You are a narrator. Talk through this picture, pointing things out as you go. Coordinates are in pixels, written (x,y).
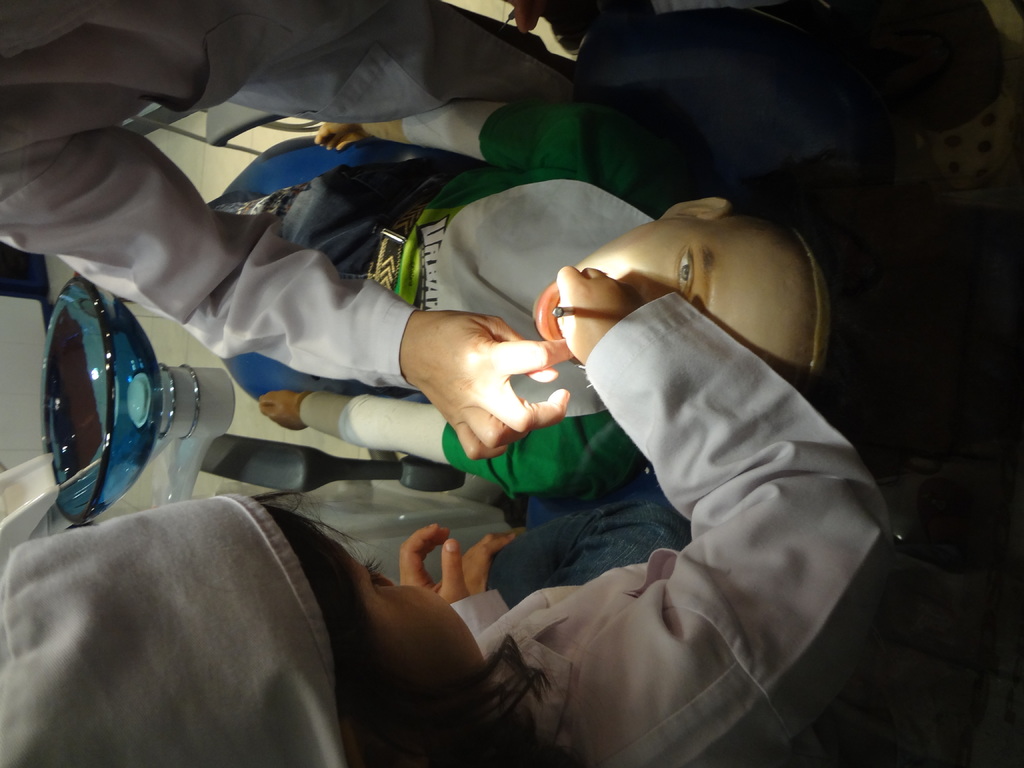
In this image, I can see two people (406,87) standing and a mannequin (574,368) lying on a chair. On the left side of the image (66,385), It looks a washbasin (136,398).
